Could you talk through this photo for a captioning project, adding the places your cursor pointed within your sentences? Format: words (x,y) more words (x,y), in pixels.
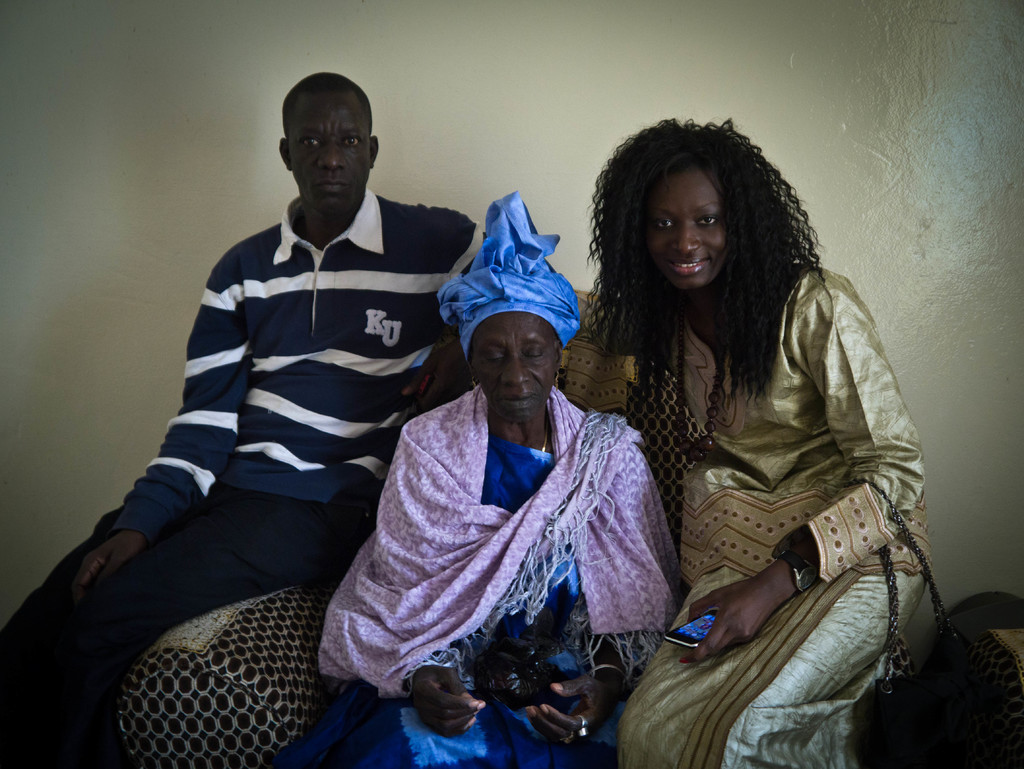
This picture contains three people (380,426) sitting on the sofa chair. Among them, two (723,478) are women (535,559) and one (367,383) is a man (260,397). Behind them, we see a white wall (940,367). This picture is clicked inside the room (797,677).
